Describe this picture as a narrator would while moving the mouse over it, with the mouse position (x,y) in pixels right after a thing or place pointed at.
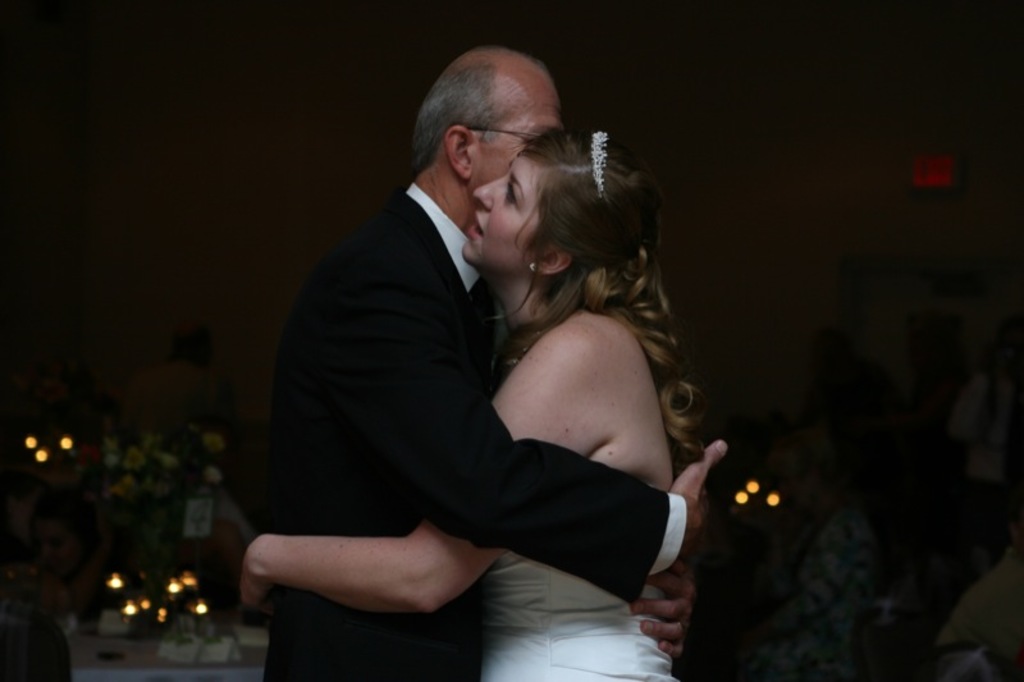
In the foreground of the image (508,329) there are two people (509,331) hugging each other. In the background of the image (724,567) there are people (814,625) sitting on chairs (35,620). There are tables (126,649) on which there are lights (114,582). There is wall (260,275). To the right side of the image (1003,350) there are few people (928,382) standing.
